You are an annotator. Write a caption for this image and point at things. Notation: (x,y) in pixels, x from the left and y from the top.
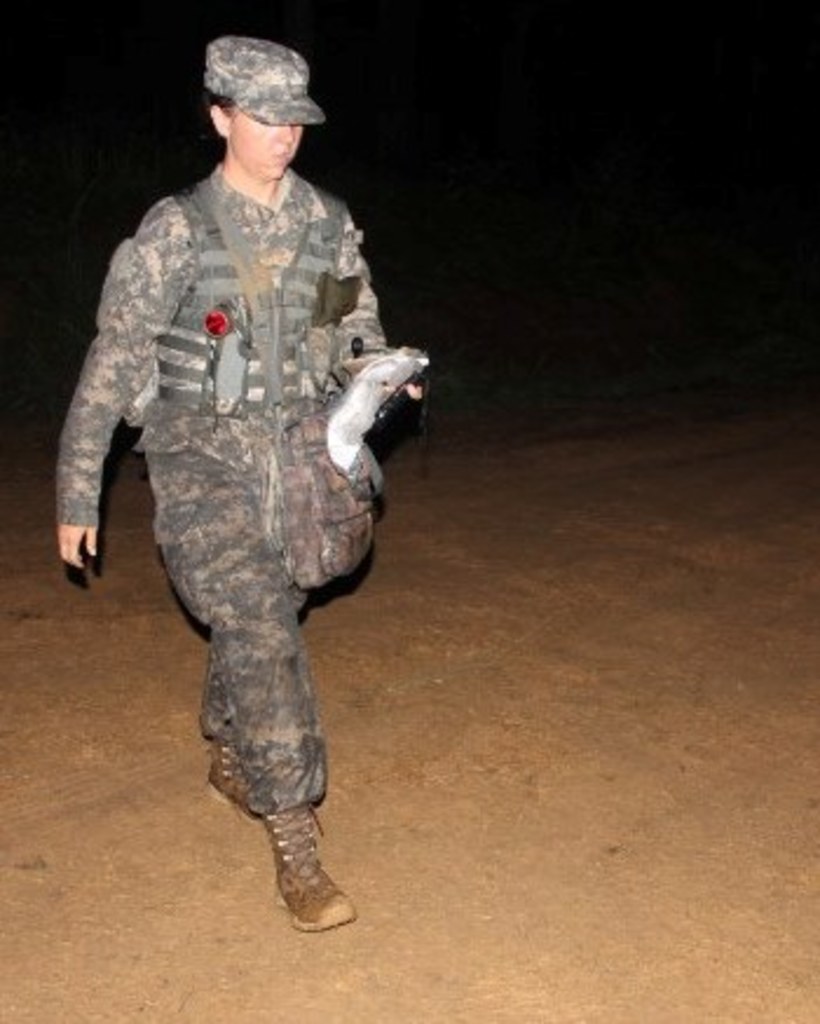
In this image we can see a military officer (309,382) walking, and she is holding an object (392,389), and the background (784,282) is blurred.
